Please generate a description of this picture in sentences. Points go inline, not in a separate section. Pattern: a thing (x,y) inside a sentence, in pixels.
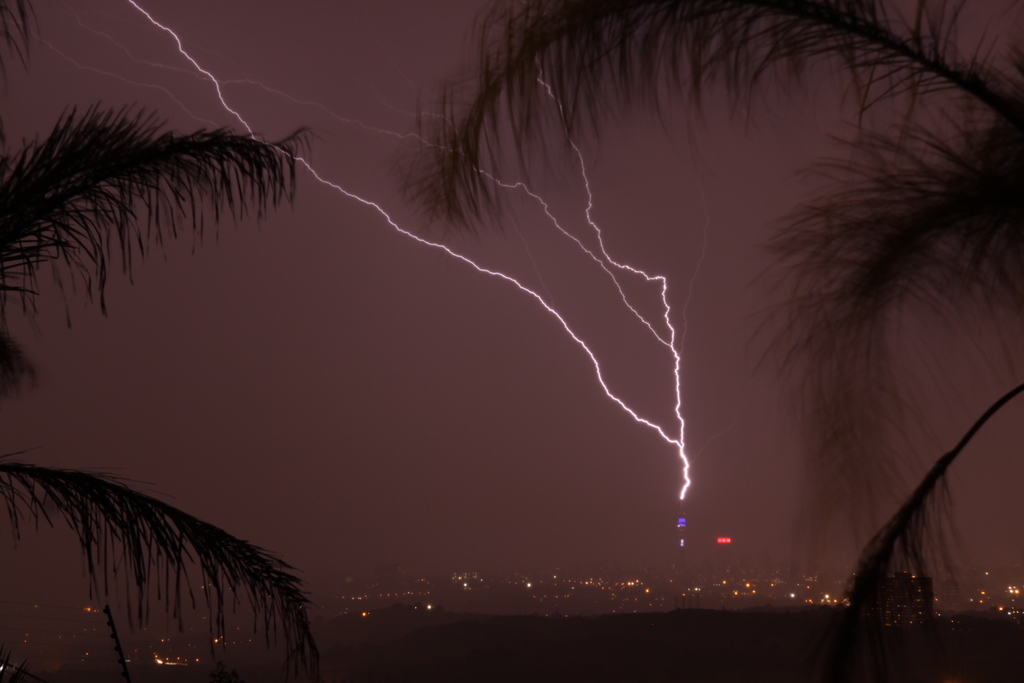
In this image there are trees (856,579) on the both sides. There is darkness in the foreground (1003,638). There are lights (698,584). We can see the sparkle (414,236) in the sky (443,279).
